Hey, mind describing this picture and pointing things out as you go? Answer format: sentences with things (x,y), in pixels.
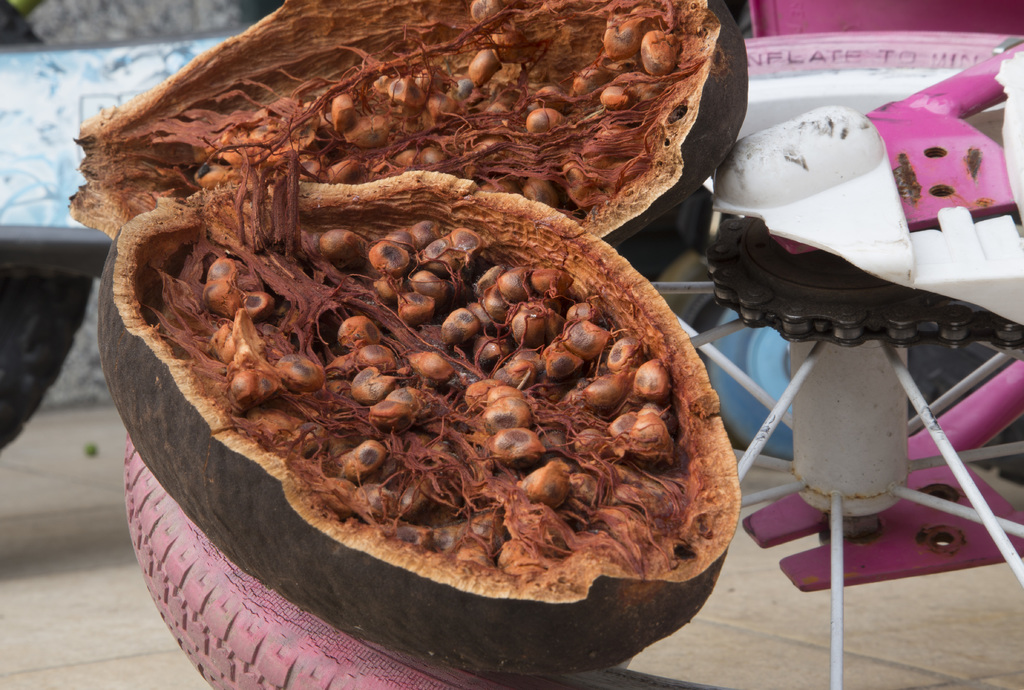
In this picture we can see some fruit (483,353) is placed on the bicycle wheel (696,295).
